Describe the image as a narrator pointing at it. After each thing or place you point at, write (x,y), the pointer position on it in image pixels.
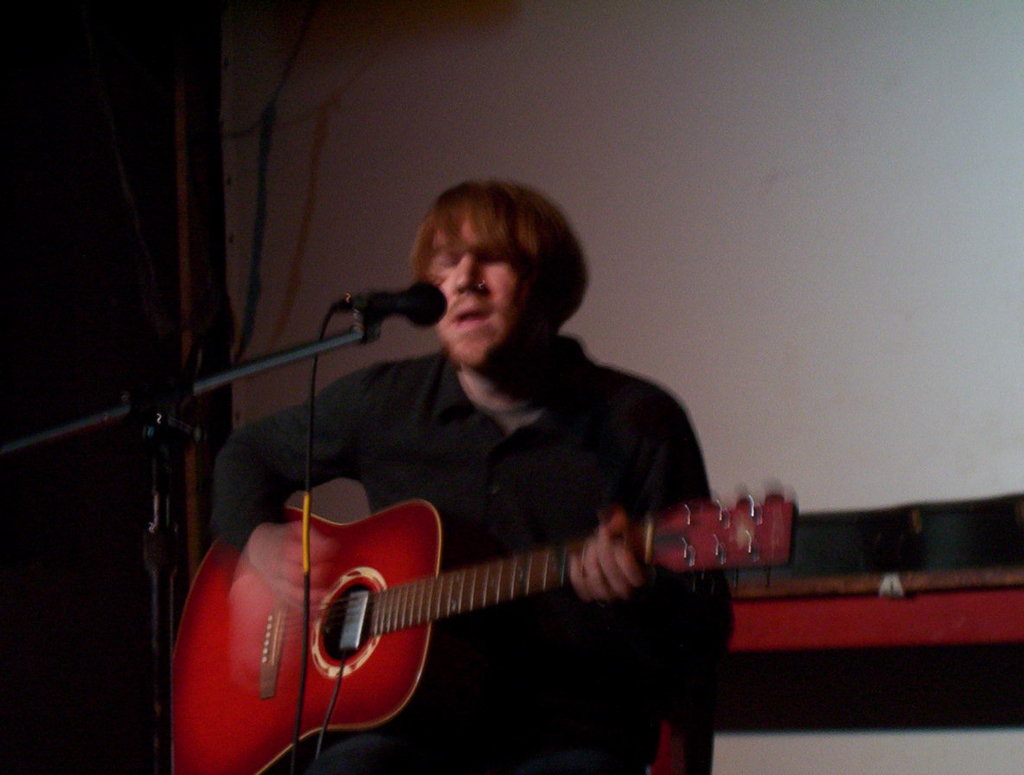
This is the man (449,539) sitting and singing a song. He is playing guitar (342,576). This is the mike (365,311) with a mike stand (157,391). This is the wall (800,275) which is white in color.
